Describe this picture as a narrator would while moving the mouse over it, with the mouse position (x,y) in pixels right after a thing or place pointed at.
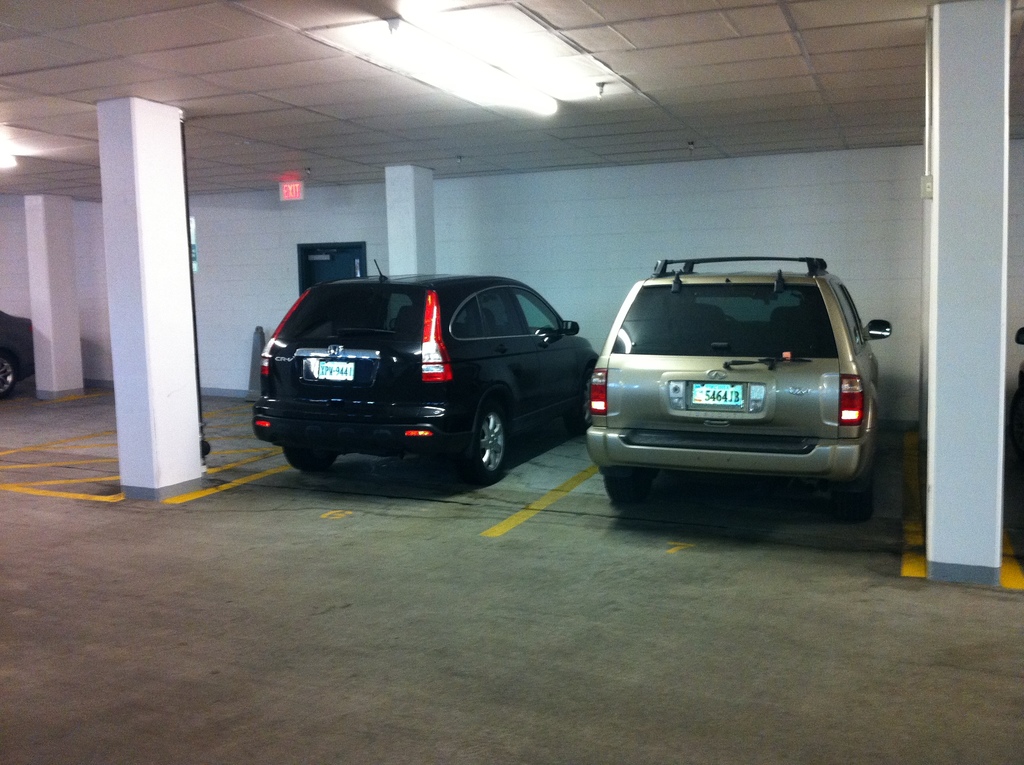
In this image there are two cars (500,374) which are parked in the cellar (558,389). At the top (393,58) there are lights (491,95). There are two pillars (142,303) on either side of the cars (443,403).
